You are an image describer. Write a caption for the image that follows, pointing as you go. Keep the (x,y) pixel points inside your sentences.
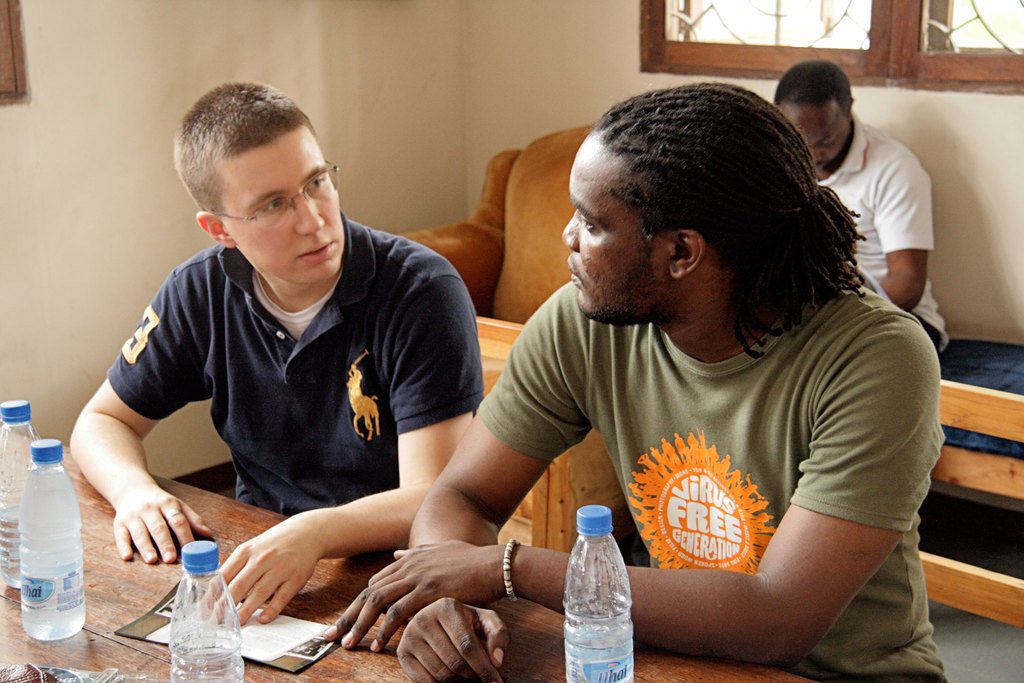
In the image we can see there are two people (480,438) who are sitting on chair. In Front of them there is a table (92,561) on which there are water bottles (201,629), paper (243,627) and behind there is man (876,214) who is sitting on sofa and person (321,428) who is sitting in the left (277,294) is wearing spectacles (274,200) and the wall (90,93) is in white colour.
